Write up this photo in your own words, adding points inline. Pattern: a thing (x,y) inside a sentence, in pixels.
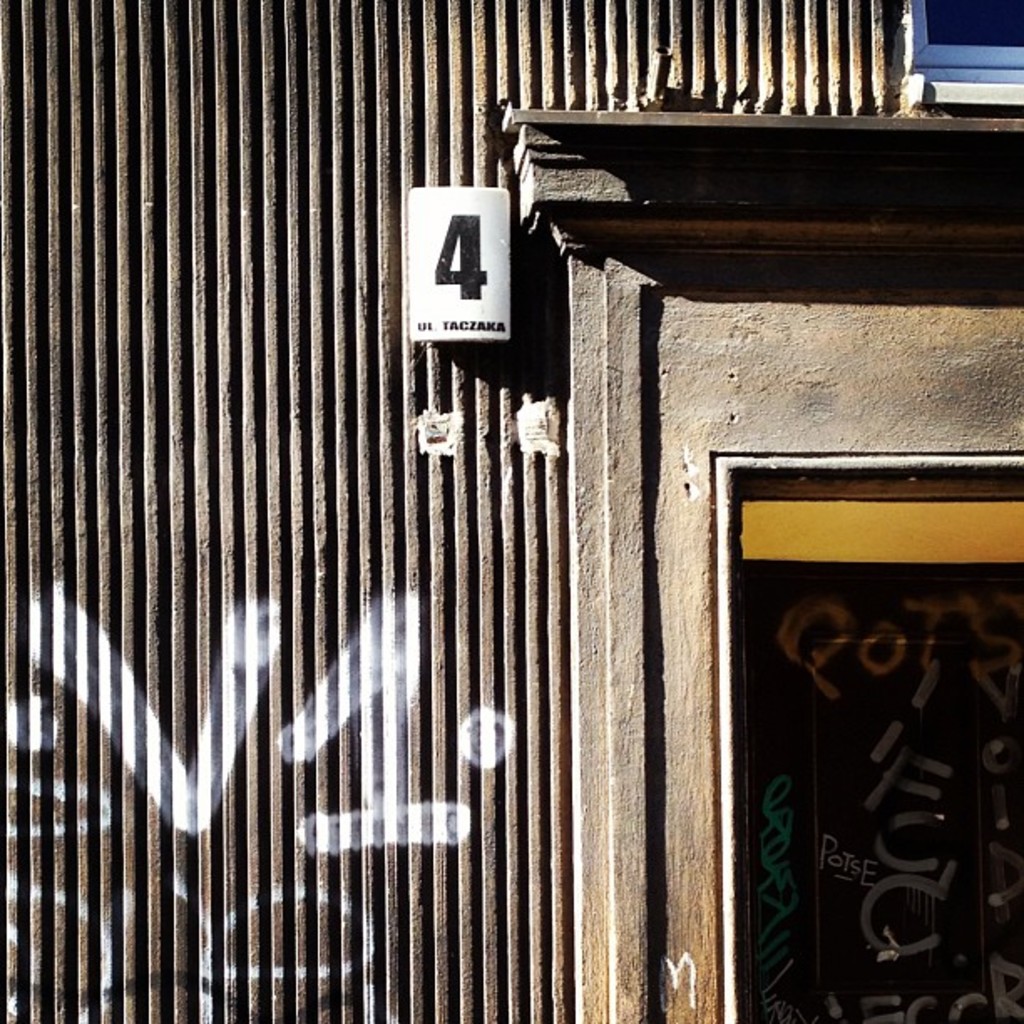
In this image there is a wall (447,594) as we can see in middle of this image (355,573) and there is a white color board (491,253) at top of this image (449,310) and the number (442,268) is written on it.
